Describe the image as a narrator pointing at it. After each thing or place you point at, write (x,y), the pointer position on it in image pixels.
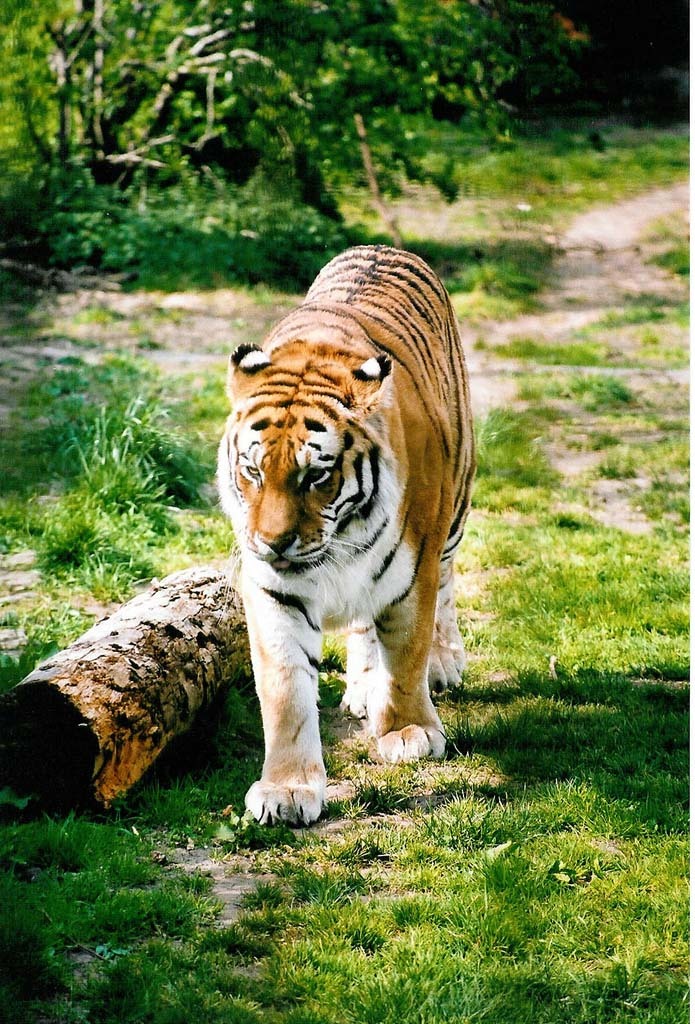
In the image there is a tiger (407,511) walking on the grassland (488,947) and beside it there is a tree bark (123,663).
